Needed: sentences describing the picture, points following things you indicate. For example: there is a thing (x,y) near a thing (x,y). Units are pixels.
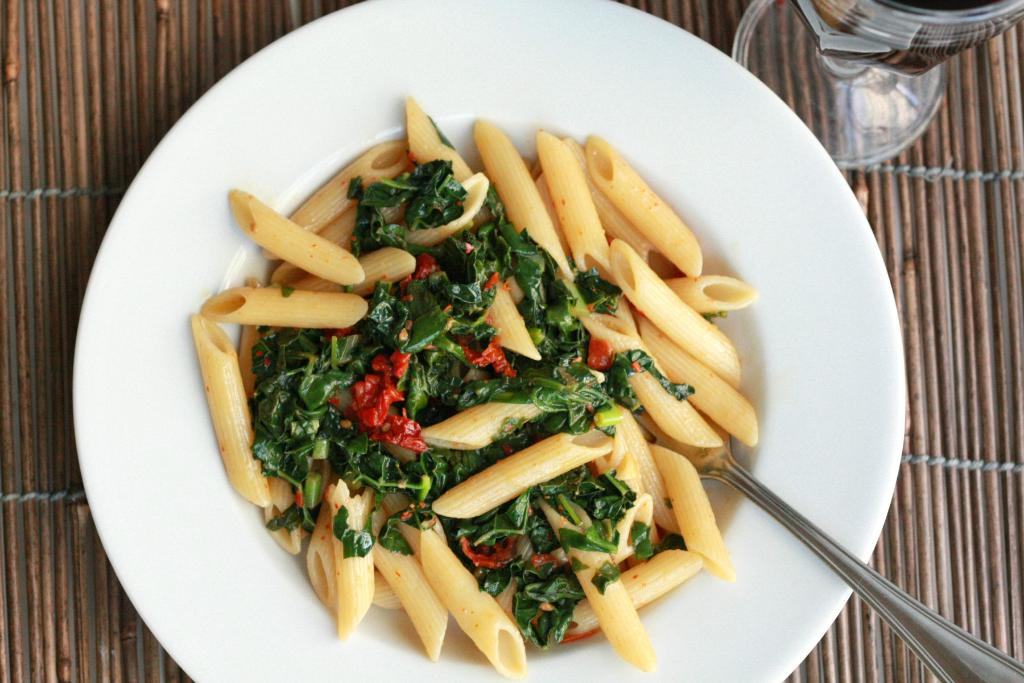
In this image there is pasta (667,482), a fork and some other food item (451,388) on a plate (718,509), beside the plate (737,254) there is a glass (813,59) on the table (83,149).
